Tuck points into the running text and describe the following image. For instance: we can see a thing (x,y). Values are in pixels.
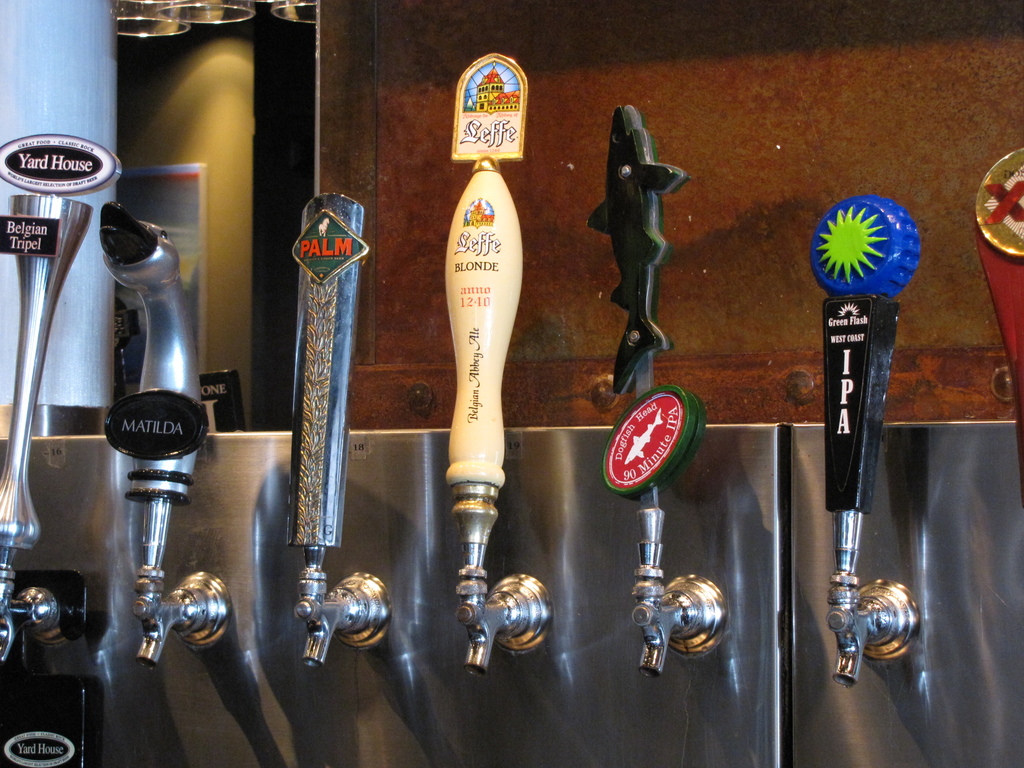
In this picture we can observe different types of taps (467,585). We can observe black, blue, red and cream color taps (868,352). In the background (531,137) there is brown color wall (556,132).
